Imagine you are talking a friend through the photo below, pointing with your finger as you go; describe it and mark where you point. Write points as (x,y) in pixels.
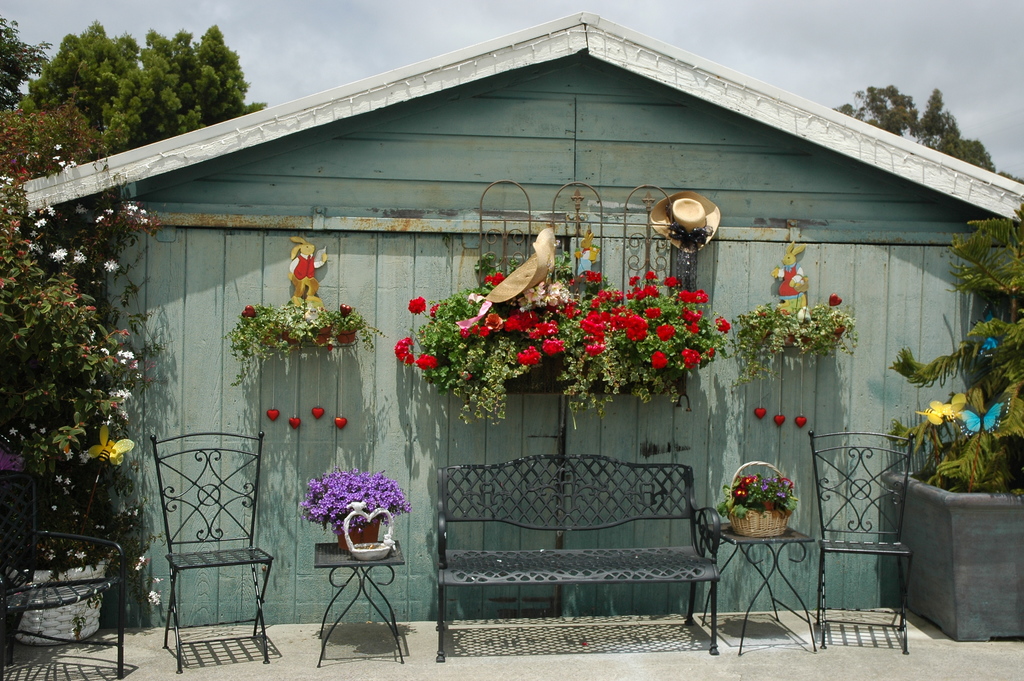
In this image I see a house (625,157) over here and I see the chairs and a bench (574,519) over here and I see the stools (360,592) on which there are flowers (393,505) and I see the plants (692,310) on which there are few more flowers (54,209) and I see the trees (158,94). In the background (402,11) I see the cloudy sky (502,19).
